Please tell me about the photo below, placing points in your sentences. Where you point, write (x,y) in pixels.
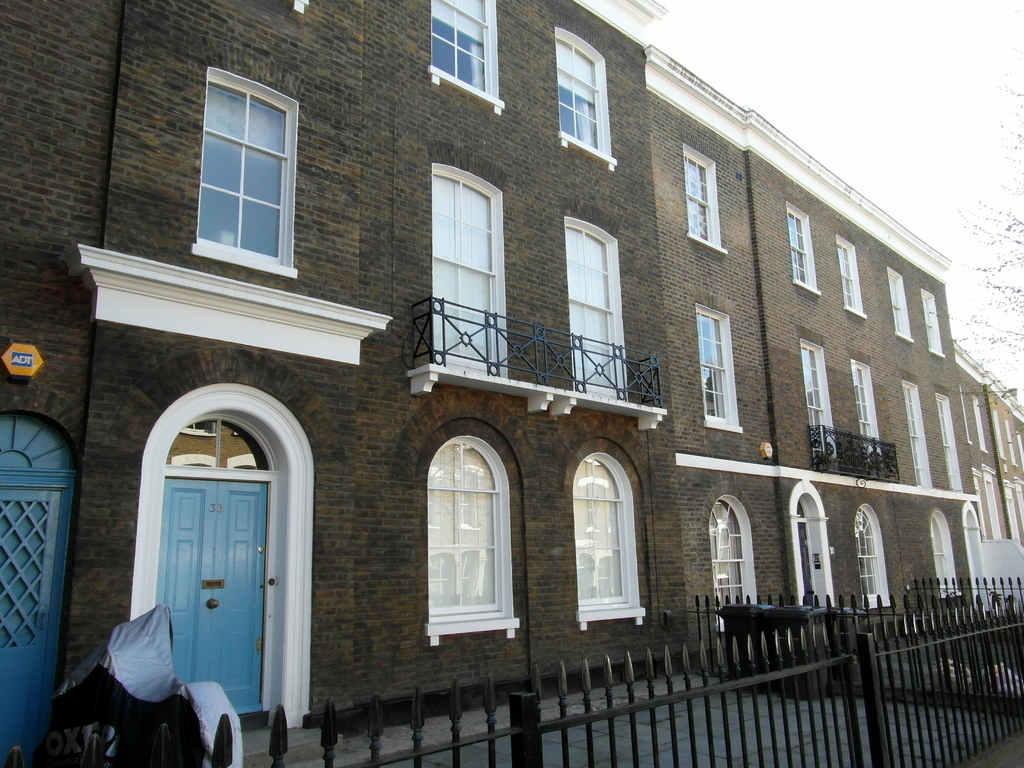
In this image there is a building (562,469), in front of the building (524,569) there is an object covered with cloth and there is a railing (652,744). In the background (848,91) there is the sky (845,87).
